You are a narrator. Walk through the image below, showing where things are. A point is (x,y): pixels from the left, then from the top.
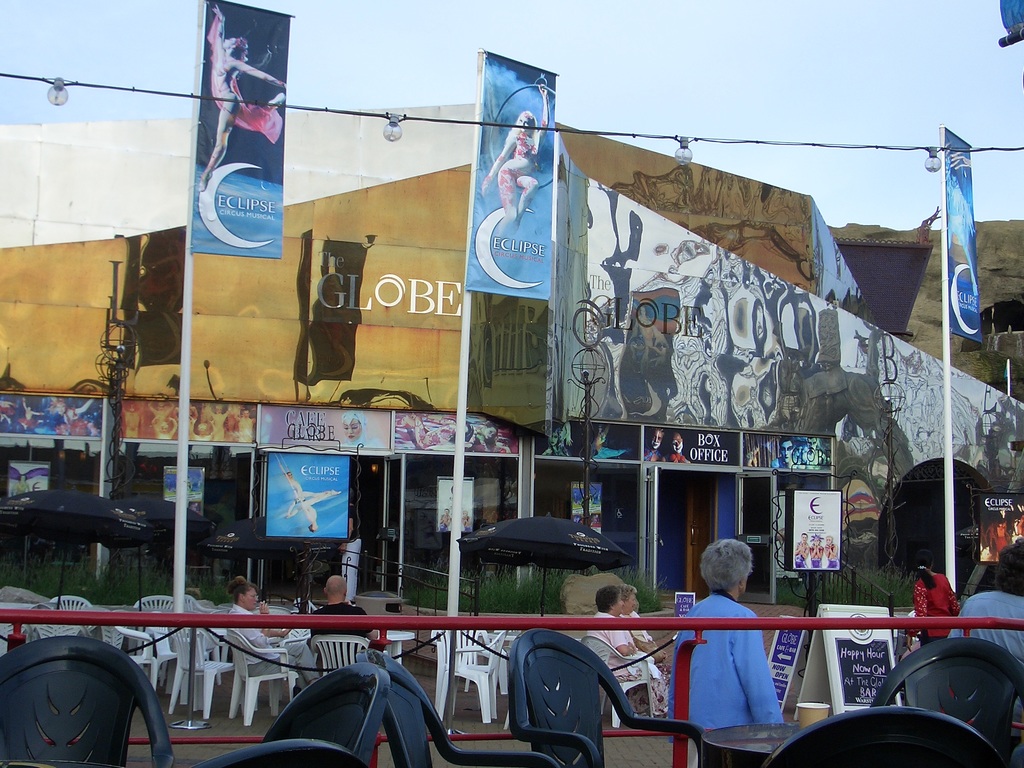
In this image in the front (147,697) there are empty chairs (596,722). In the center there is a railing (428,624) which is red in colour and there are persons (621,632) sitting on the chair (238,632) and there is an umbrella (556,559) which is black in colour, there are poles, flags (969,191). In the background (368,306) there is a building (488,319) and on the building (487,301) there is some text (426,294) written on it.
